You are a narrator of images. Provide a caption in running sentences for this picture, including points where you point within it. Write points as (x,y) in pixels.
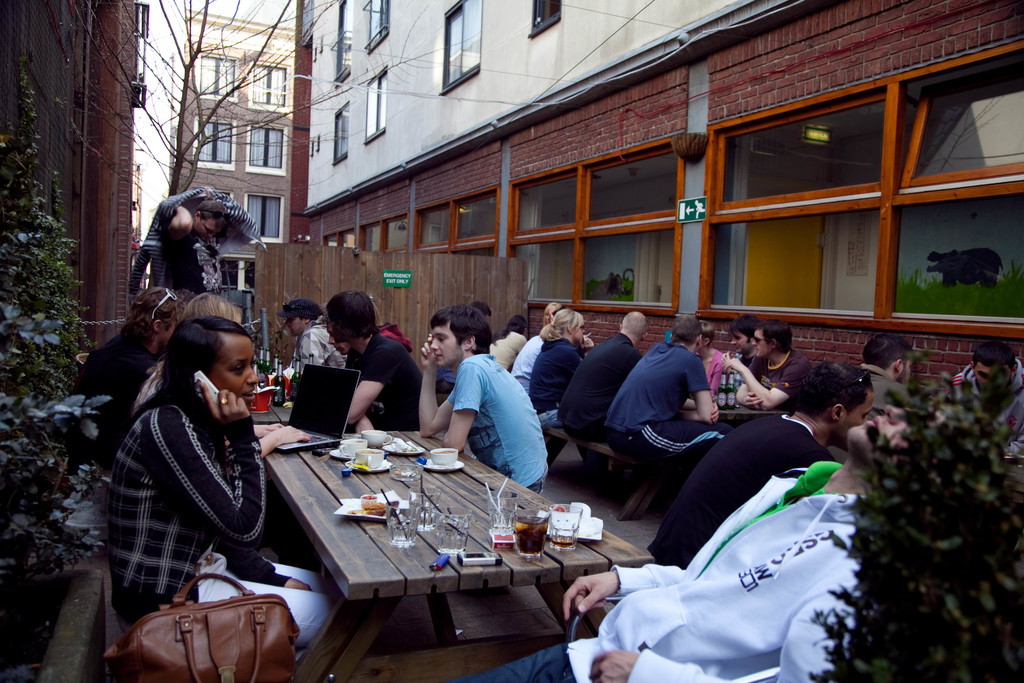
In this image there are group of people (178,517) sitting on the bench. On the table (372,535) there is a glass (398,522), cup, saucer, laptop (321,406). At the background (479,156) we can see a building (464,103) there is a plant (28,482). Beside a woman (220,518) there is a bag (204,669).
